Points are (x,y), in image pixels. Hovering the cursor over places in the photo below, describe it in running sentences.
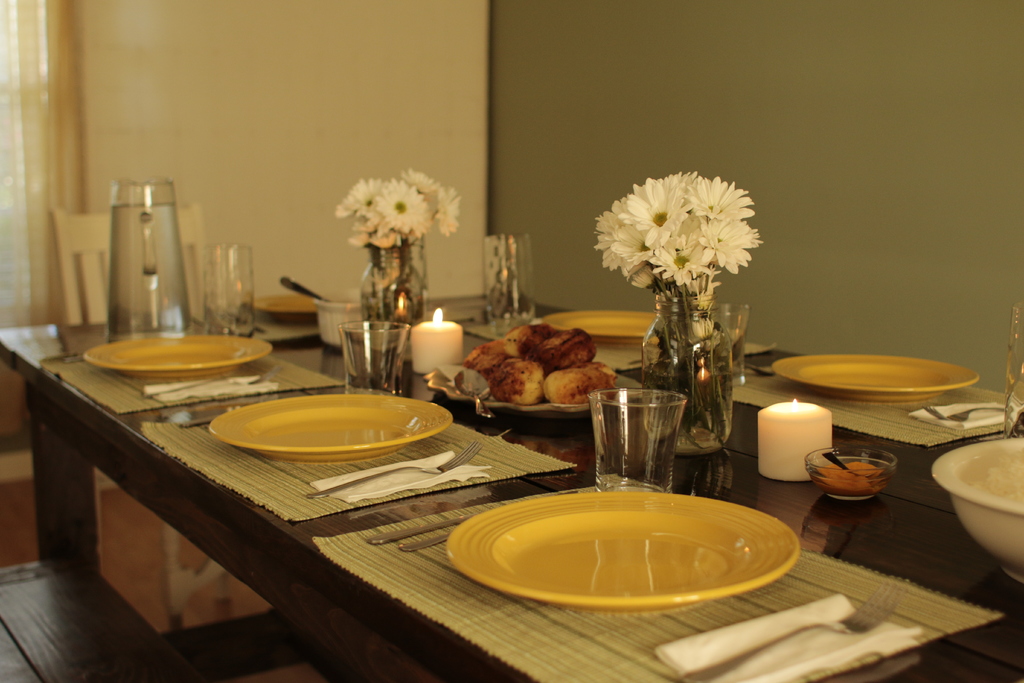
In this picture we can see table (531,475) and on table (573,489) we have plates (668,525), glasses (615,484), fork (463,457), spoon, candles (436,326), jar (418,308) with flowers (410,211) in it, some food item (523,342), tissue paper (964,428) and in background (185,200) we can see chair (76,236), wall (237,134), curtain (68,121).
